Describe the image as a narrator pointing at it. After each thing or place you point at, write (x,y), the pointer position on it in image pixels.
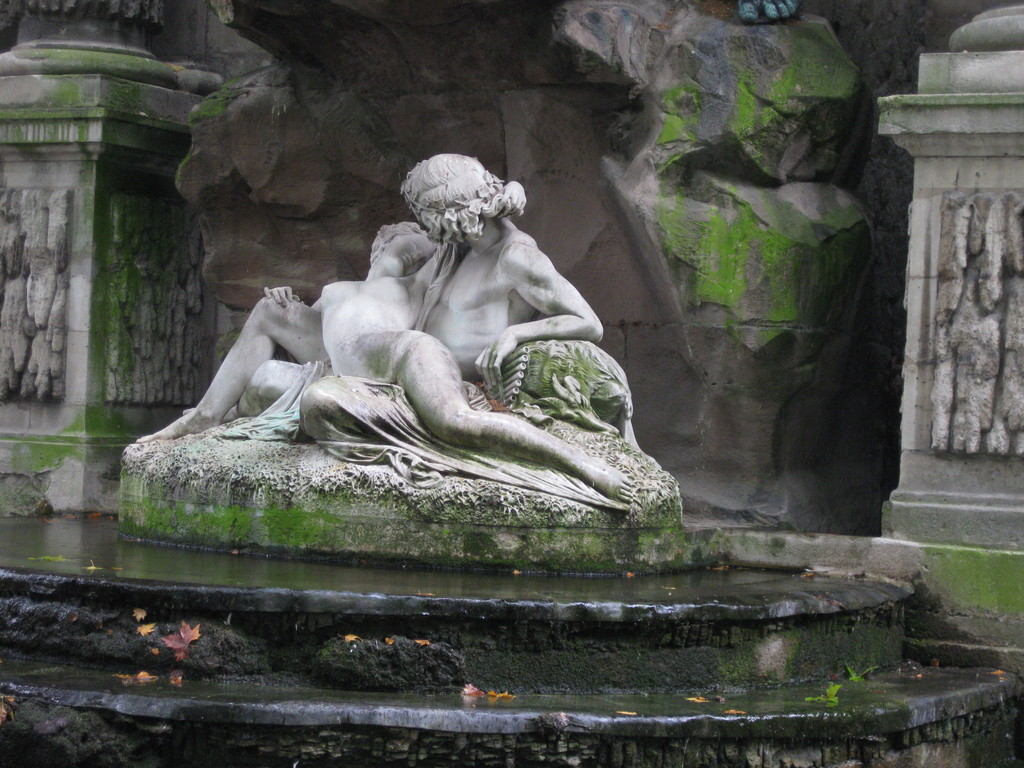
In this image we can see a sculpture (506,470) which resembles humans (359,431) and in the background (1023,150), we can see the stone structures (967,64) which looks like pillars (94,266).
